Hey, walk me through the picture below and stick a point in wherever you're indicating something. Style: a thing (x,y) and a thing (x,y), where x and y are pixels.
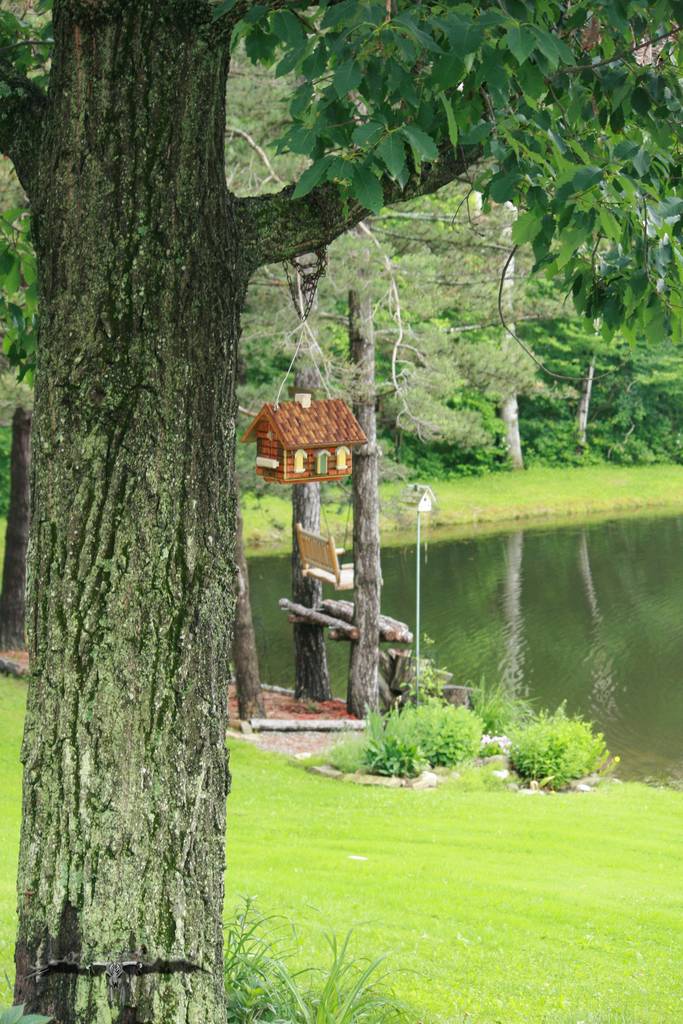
In this image I can see the lake (416,554), in front of the lake (405,567) there is a pole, on the pole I can see small hut house (283,450) and there are some trees (433,348), grass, plant (366,757) visible in front of the lake (599,723).
